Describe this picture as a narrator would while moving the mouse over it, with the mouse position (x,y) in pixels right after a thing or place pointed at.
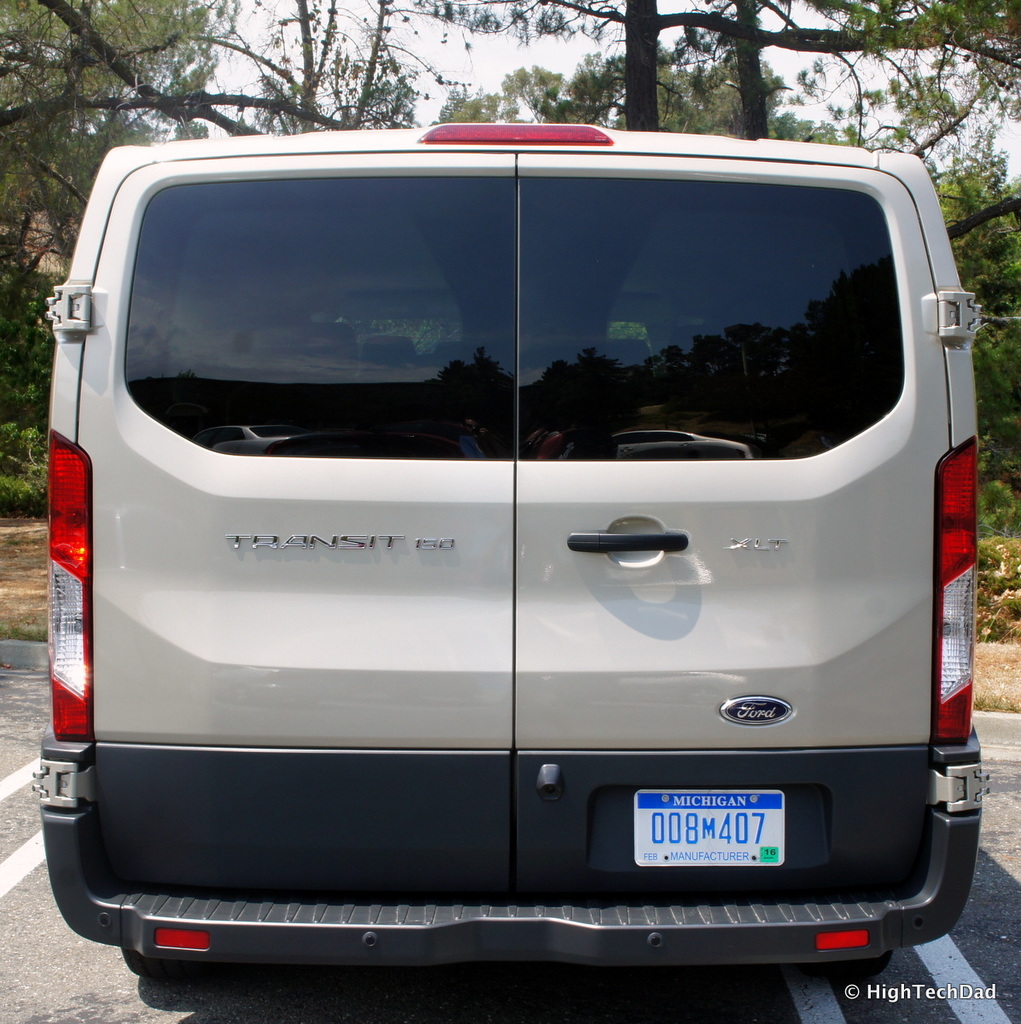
In this image there is a vehicle (227,753) on a road (564,1004), in the background (647,95) there are trees (1010,336), on the bottom right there is text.
